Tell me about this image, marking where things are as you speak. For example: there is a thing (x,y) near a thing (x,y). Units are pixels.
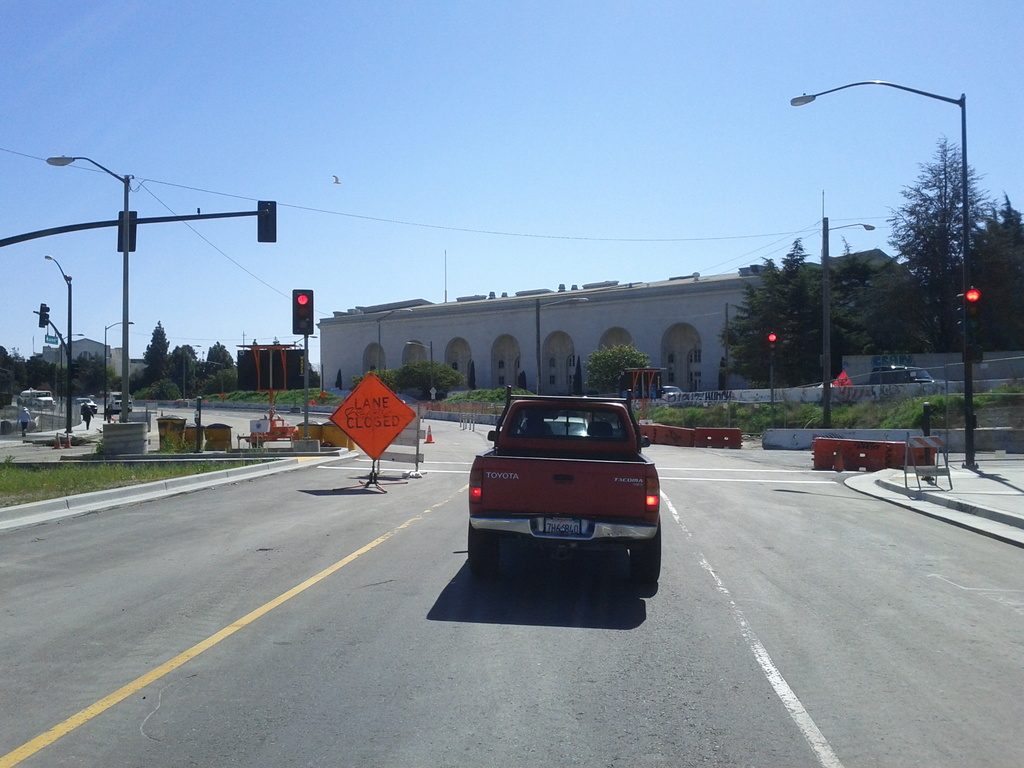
In this picture we can see few vehicles (508,431) on the road (422,526), in the background (369,425) we can find few sign boards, traffic lights (300,314), poles (56,329), trees (316,383) and buildings (454,328).
